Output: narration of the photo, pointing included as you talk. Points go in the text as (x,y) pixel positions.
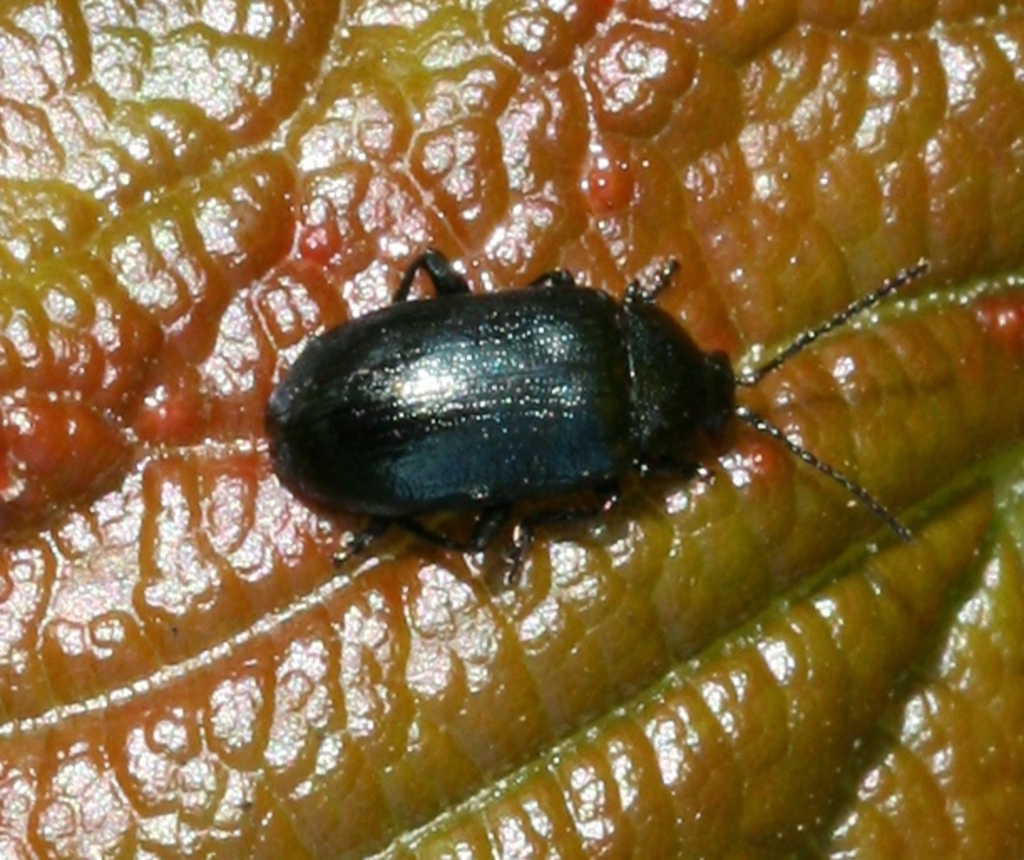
In this picture we can see black bug (602,496) is sitting on the brown object (294,684).
